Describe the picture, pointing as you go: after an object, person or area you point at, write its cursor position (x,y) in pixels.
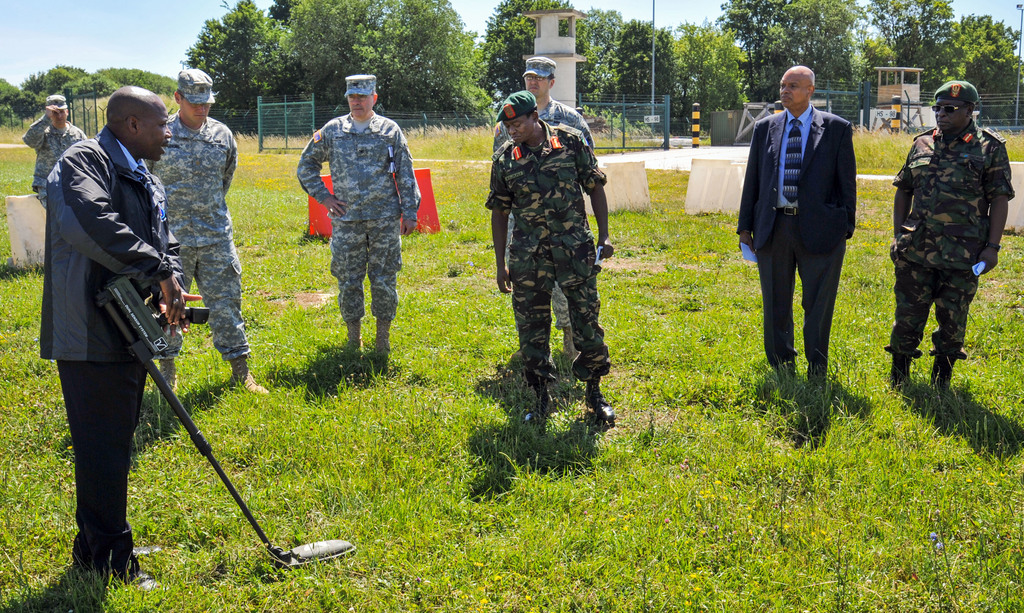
In this picture there is a man (519,174) who is wearing a cap (525,112), shirt (532,153), trouser (541,290), and shoe (597,415). Beside him we can see four persons (175,196) who are wearing army uniform (371,180). On the left (148,222) there is a man (147,238) who is wearing jacket (94,293) and shoe (146,575). He is holding the machine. On the right (930,185) we can see another army man (929,203) who is wearing goggles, cap (966,99), shirt (971,161), trouser (927,285) and shoe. He is holding a paper (983,268). Here we can see old man (800,130) who is wearing suit (744,215), trouser (775,297) and shoe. On the bottom (680,546) we can see grass (851,491). In the background (602,14) we can see trees (217,84), fencing (252,122), gate (624,139), pole (653,16), wooden room (906,82), tower (536,52) and shed (718,113). On the top (672,18) there is a sky (673,16).
